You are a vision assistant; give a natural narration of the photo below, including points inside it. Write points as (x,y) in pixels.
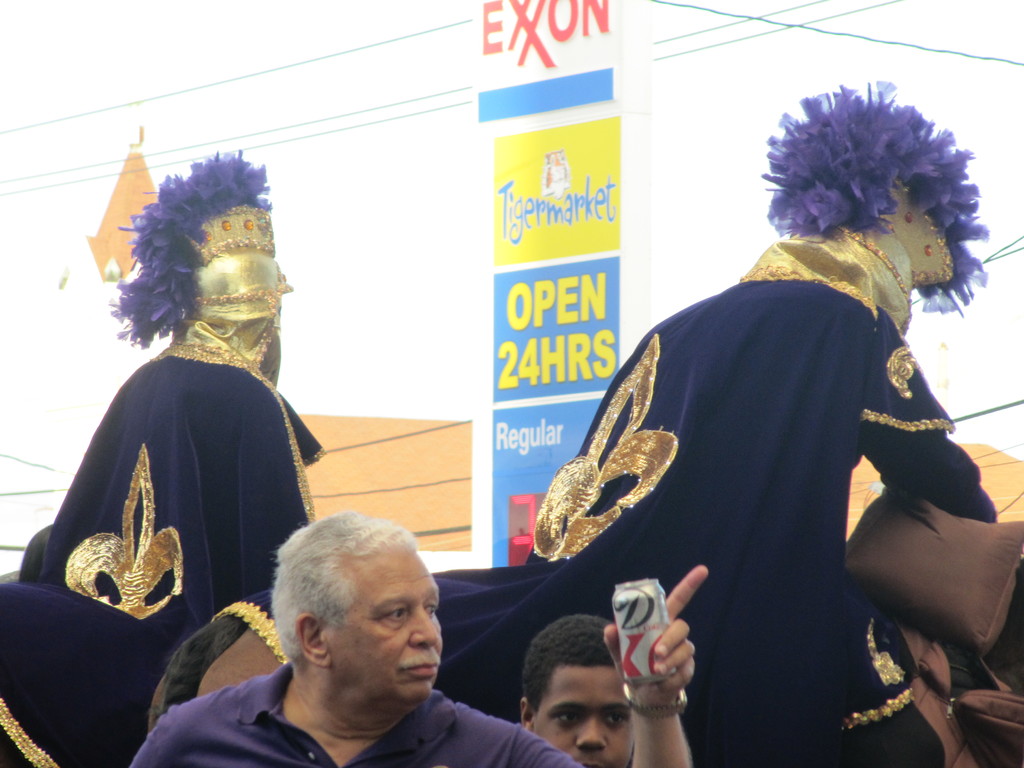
In this picture there is a man (400,635) who is holding coke can (654,646). Beside him I can see another persons (778,504) who are wearing some blue clothes (278,469). In the back (592,391) I can see the banner (505,420) and electric wires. At the top (341,23) I can see the sky (279,15).
